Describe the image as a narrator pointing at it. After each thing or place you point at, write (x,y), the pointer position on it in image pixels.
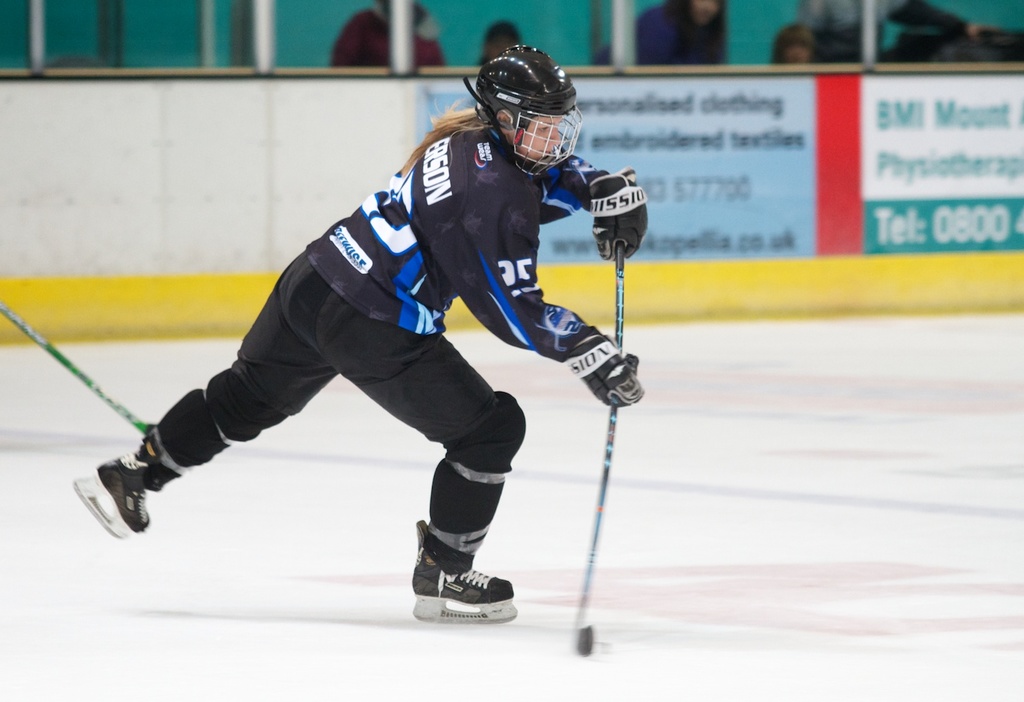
In the picture we can see a woman (402,354) wearing black color dress (425,228), helmet (551,86) playing ice hockey and in the background (66,230) there is board (199,178), there are some persons (920,55) standing.
